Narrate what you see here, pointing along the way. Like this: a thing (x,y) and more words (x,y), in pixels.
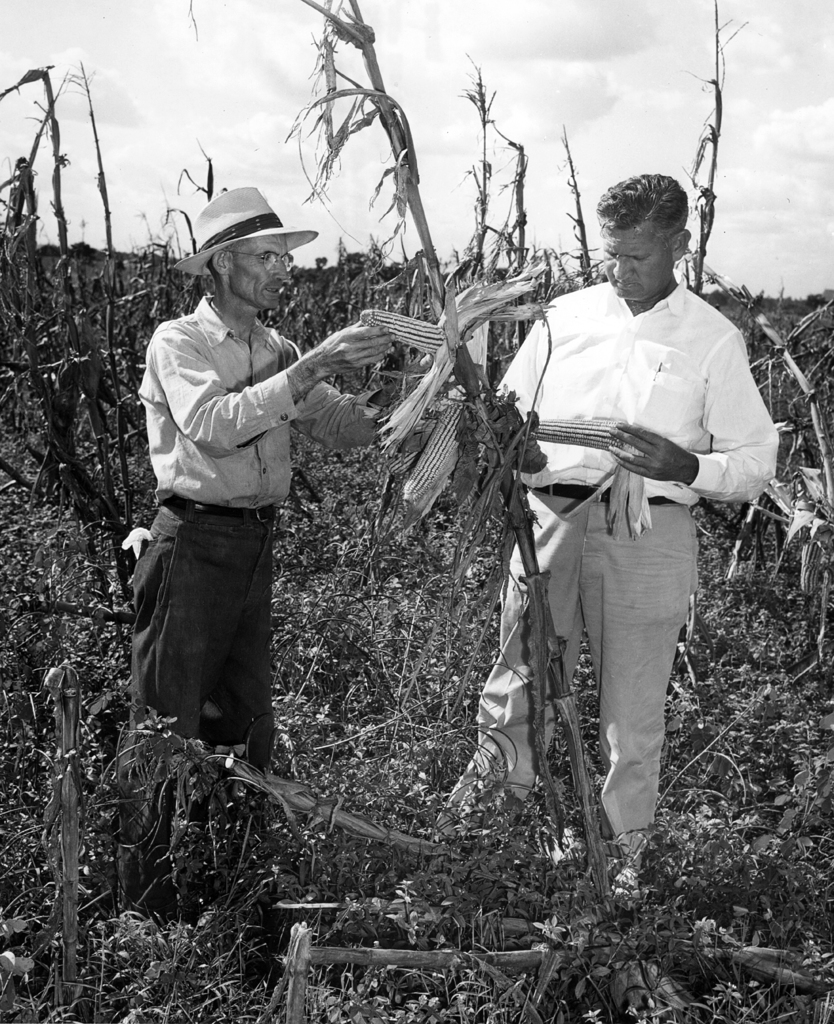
In this picture we can observe two men (560,485) standing on the ground (325,761). There are some plants (359,727) in the background (111,271). We can observe a person (244,323) wearing a hat (228,200) on his head (226,252). In the background (344,101) there is a sky (623,87) and some clouds (623,87).
